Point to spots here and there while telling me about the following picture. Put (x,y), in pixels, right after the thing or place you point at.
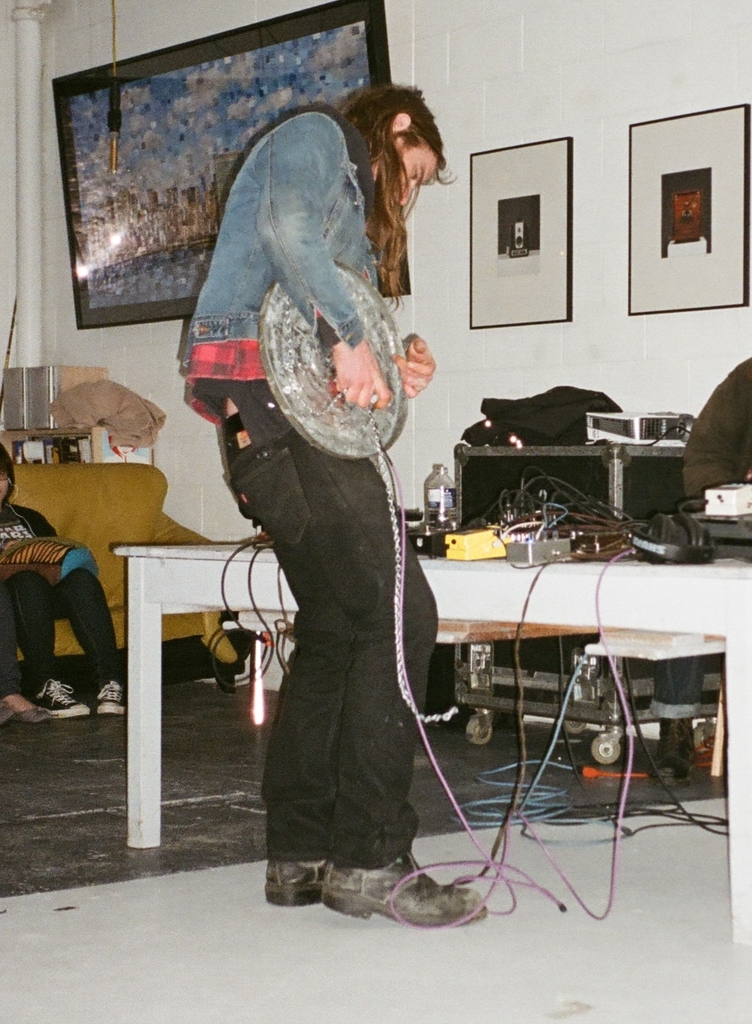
In this picture i could see a person (384,773) holding an instrument (366,420) in his hand (341,361) and in the background (253,55) i could see picture frames (327,53) hanging on the wall (595,170) and on the white colored table (182,603) i could see some instruments (694,542) on it.
